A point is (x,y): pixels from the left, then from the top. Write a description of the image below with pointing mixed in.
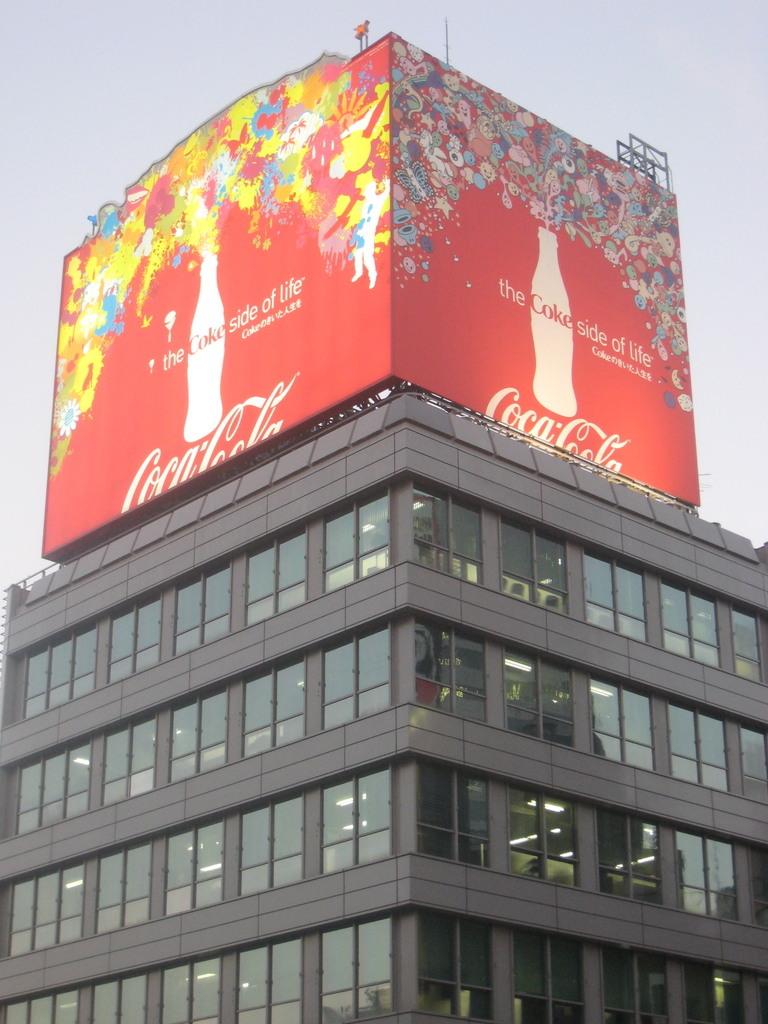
In this image, on the foreground (398,445) there is a building (385,451) and above this building (160,594) there is a coca cola poster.
